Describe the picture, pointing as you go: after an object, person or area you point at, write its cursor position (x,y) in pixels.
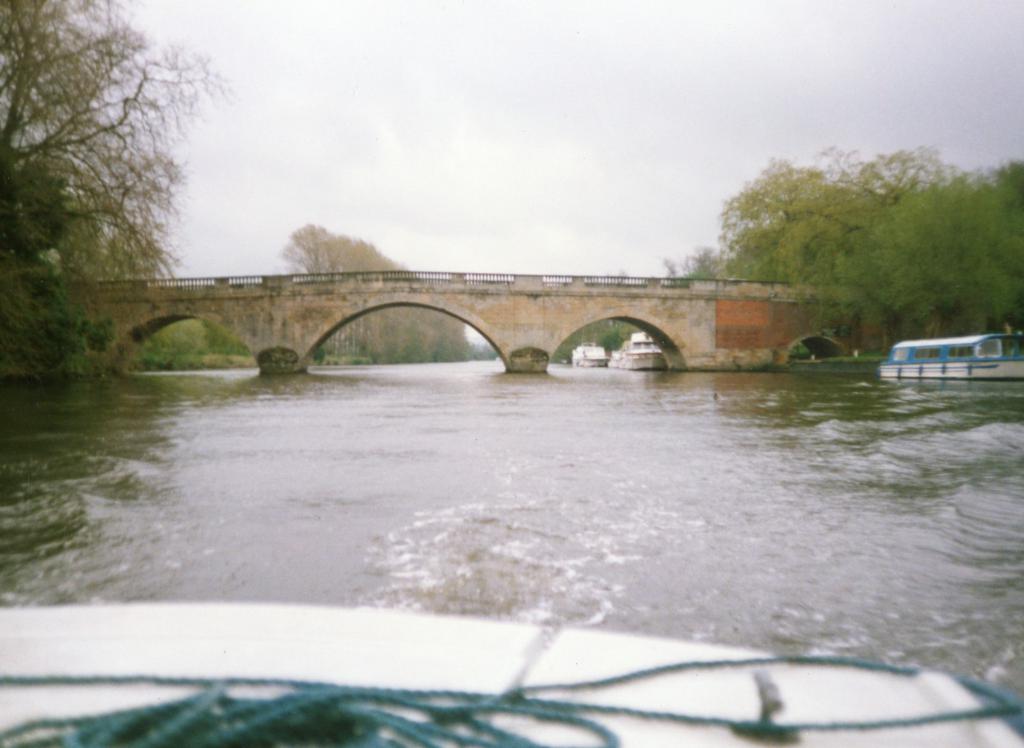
In this image we can see water (592,507) and some boats (907,369) which are on water (571,425) and at the background of the image (277,317) there is bridge (547,276), trees (857,196) and cloudy sky (376,130).
